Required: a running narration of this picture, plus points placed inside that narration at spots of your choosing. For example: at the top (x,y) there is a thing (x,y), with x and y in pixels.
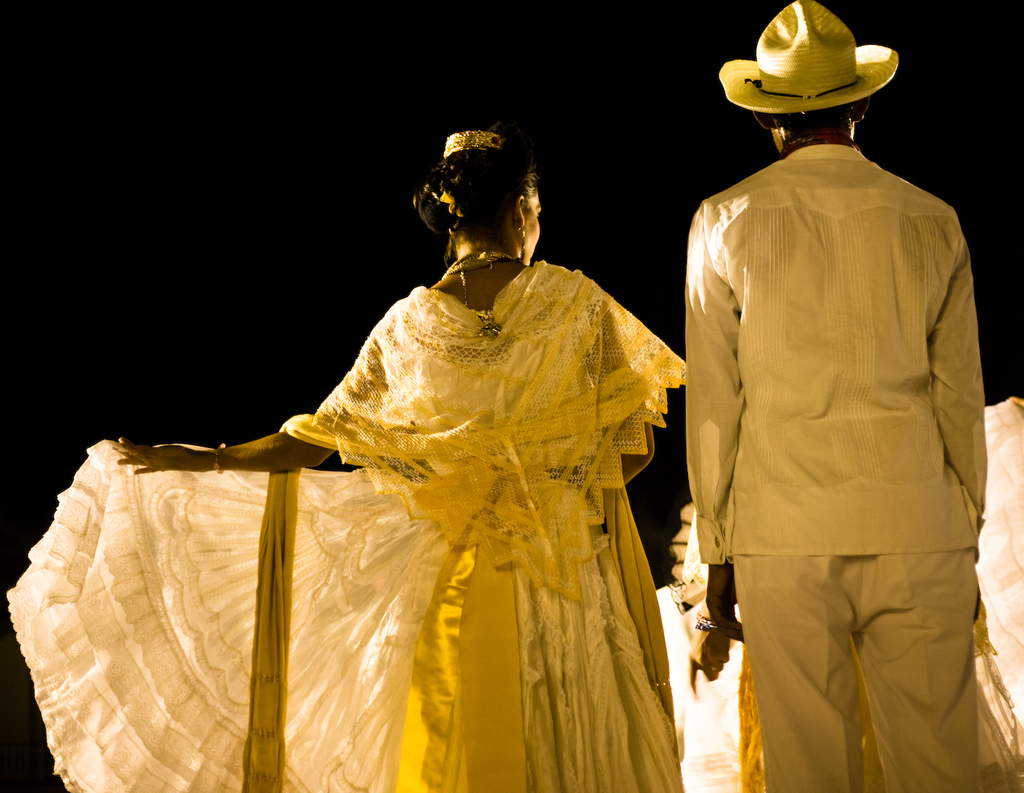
In this image, we can see a man (858,300) and a woman (377,516) standing, the man (839,246) is wearing a hat (821,56).
